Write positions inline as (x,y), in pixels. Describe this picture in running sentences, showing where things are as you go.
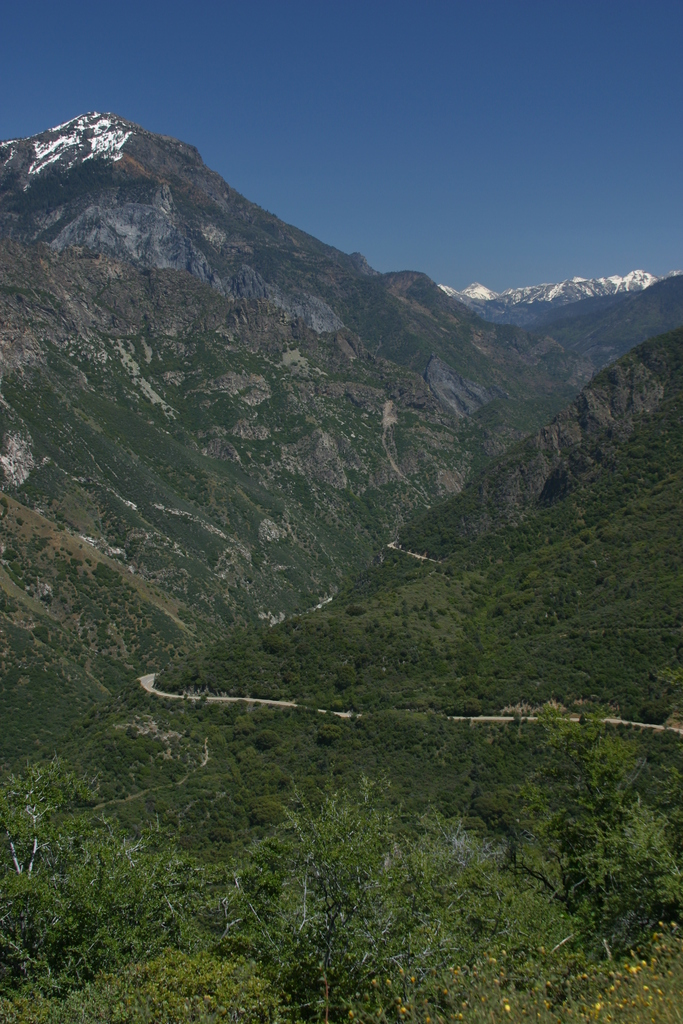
Here in this picture in the front (368,844) we can see plants (405,882) and trees (237,798) present on the ground (142,698) and we can also see mountains (576,469) that are covered with grass (472,577) and plants (524,643) and we can also see snow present at the top of the mountains (623,308) and we can see the sky (462,285) is clear.
